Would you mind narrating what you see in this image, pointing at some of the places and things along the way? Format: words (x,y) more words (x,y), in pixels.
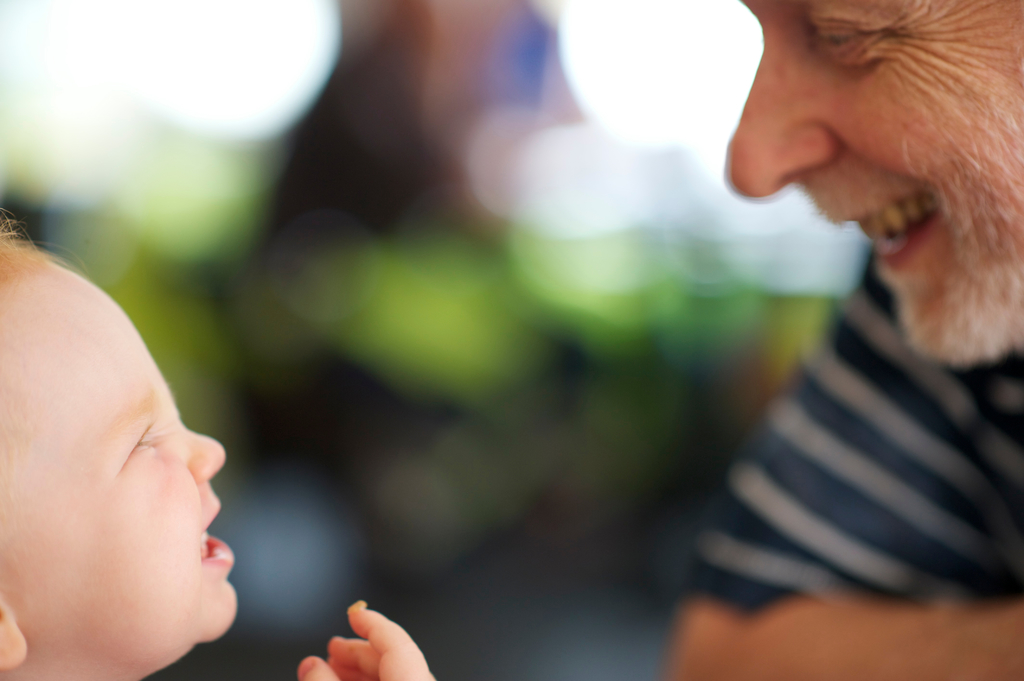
In this picture we can see a man (912,606) and a child (61,311) smiling and in the background (406,143) it is blurry.
